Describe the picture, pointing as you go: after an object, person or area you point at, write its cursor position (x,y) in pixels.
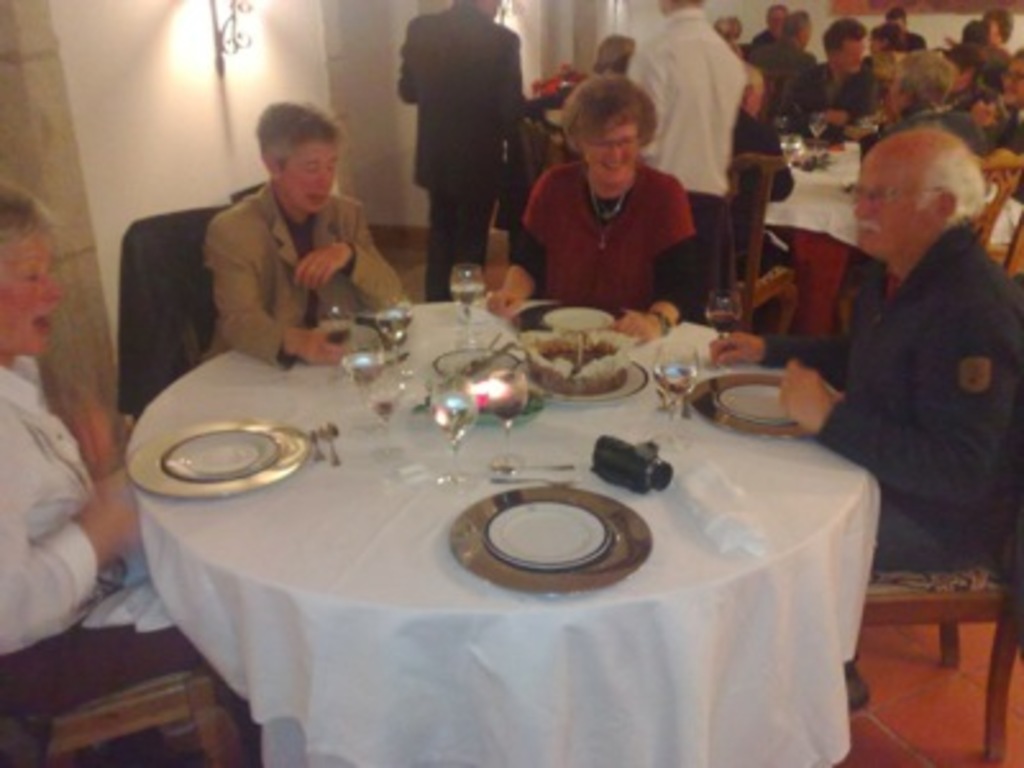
In the middle (543,470) there is a table (614,597) on the table (598,614) there is a plate (470,535), glass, spoon (332,433) and fork (318,446), in front of that table (809,488) there are four people (129,678) sitting on the chairs (156,707), On that in the middle (587,257) there is a woman (600,216) she is smiling her hair (606,122) is short. On the right (909,385) there is a man (924,395) he wear black shirt (913,373) and trouser (913,528). In the back ground (810,213) there is a table (801,189) in front of that table (821,203) there many people (798,72) sitting on the chairs (758,246). In the background (783,106) there are many people (722,49). On the left (182,98) there is a wall (143,142) and light (235,52).
